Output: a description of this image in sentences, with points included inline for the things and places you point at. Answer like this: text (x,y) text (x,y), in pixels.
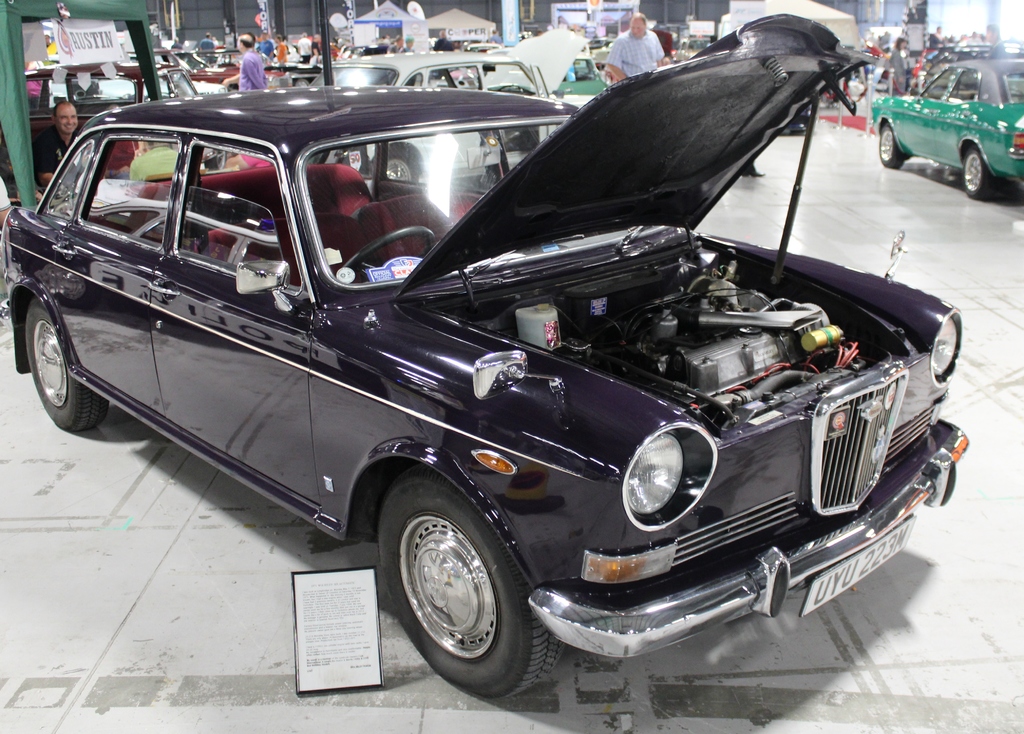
In this image we can see different types of cars (377,211) and models (454,209) and at the background of the image (273,42) there are some persons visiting this garage (234,7) and knowing about the cars (478,124).
